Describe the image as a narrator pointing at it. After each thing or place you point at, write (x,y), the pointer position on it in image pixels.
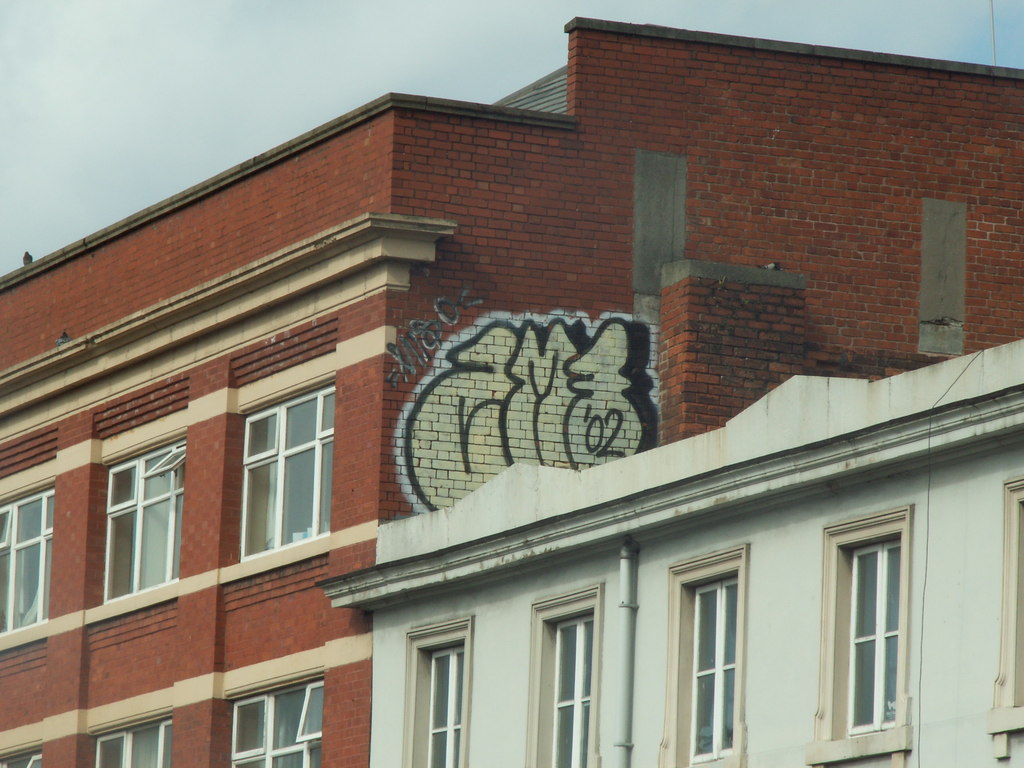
In this image in the front (414,539) there are buildings (379,552) and the sky (304,43) is cloudy.
